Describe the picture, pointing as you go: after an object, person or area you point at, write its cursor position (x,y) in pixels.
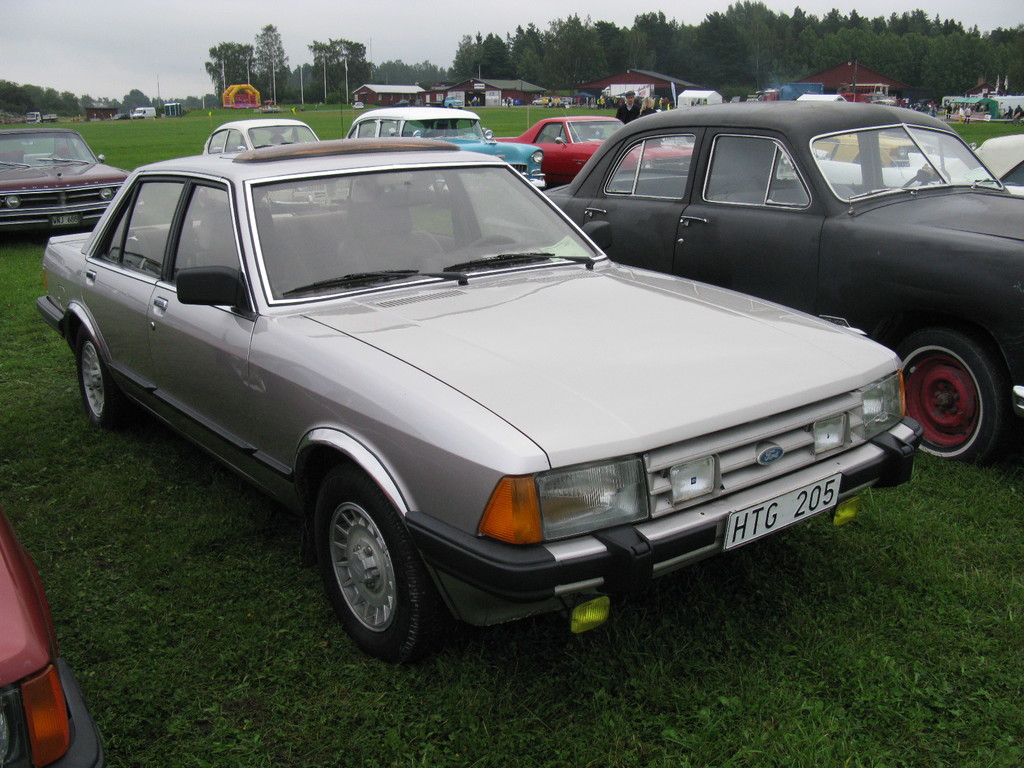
In this picture we can see vehicles (712,375), people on the ground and in the background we can see houses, electric poles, trees (989,80), sky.
